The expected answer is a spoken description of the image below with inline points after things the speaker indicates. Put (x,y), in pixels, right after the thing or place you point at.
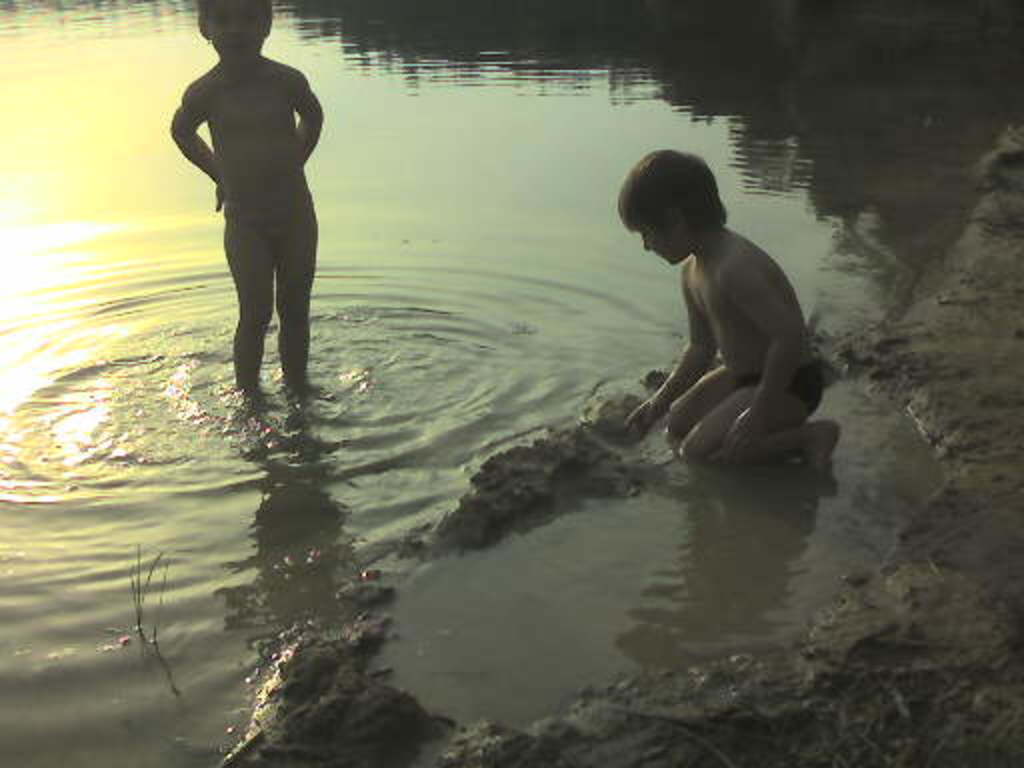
In this image, we can see kids (217,108) and one of them is sitting on his knees (698,440). At the bottom (323,524), there is mud water (397,405).
